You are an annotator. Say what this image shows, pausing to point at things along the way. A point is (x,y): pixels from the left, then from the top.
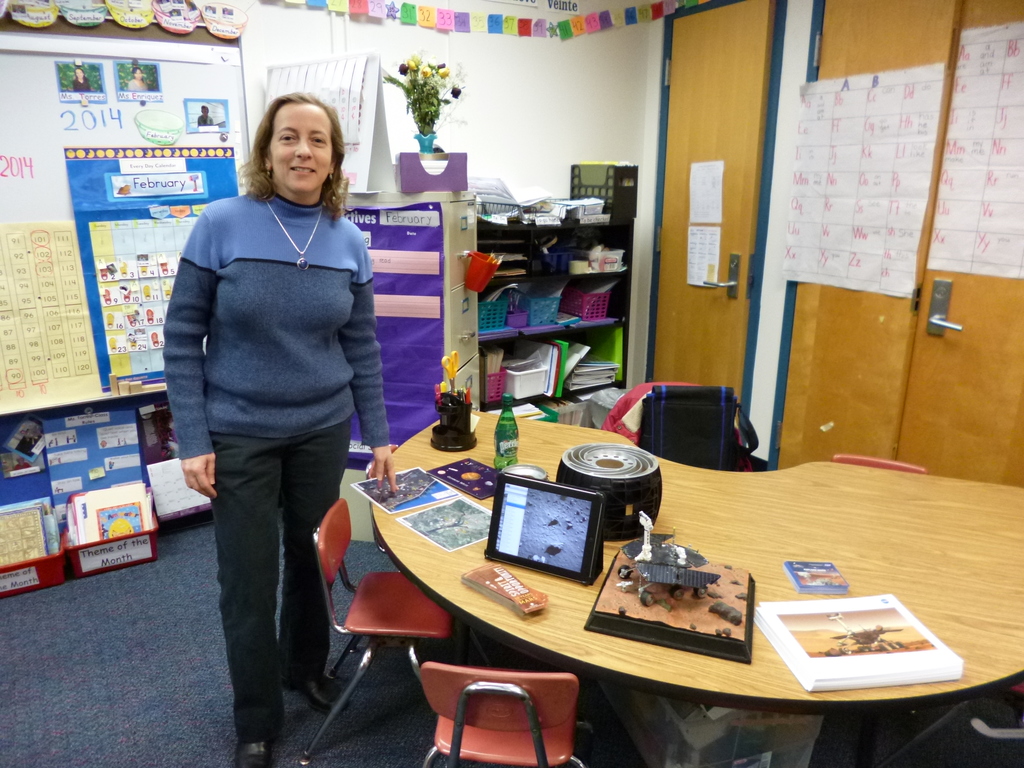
This image consists of woman (224,222) standing. At right side (910,559) there is a table (785,584) having some papers (827,576), tablet (520,503), box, and stand (474,437). Chairs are surrounded by the table (609,546). There is a rack (566,387) at the middle of the image (540,398) having baskets (533,385). On top of it there is a flower vase (413,98). The Left side (102,430) there are few posters (116,437) sticked to the board (30,182). On the floor (68,581) there are baskets (34,579). At the right side (692,36) there are door (658,348).
